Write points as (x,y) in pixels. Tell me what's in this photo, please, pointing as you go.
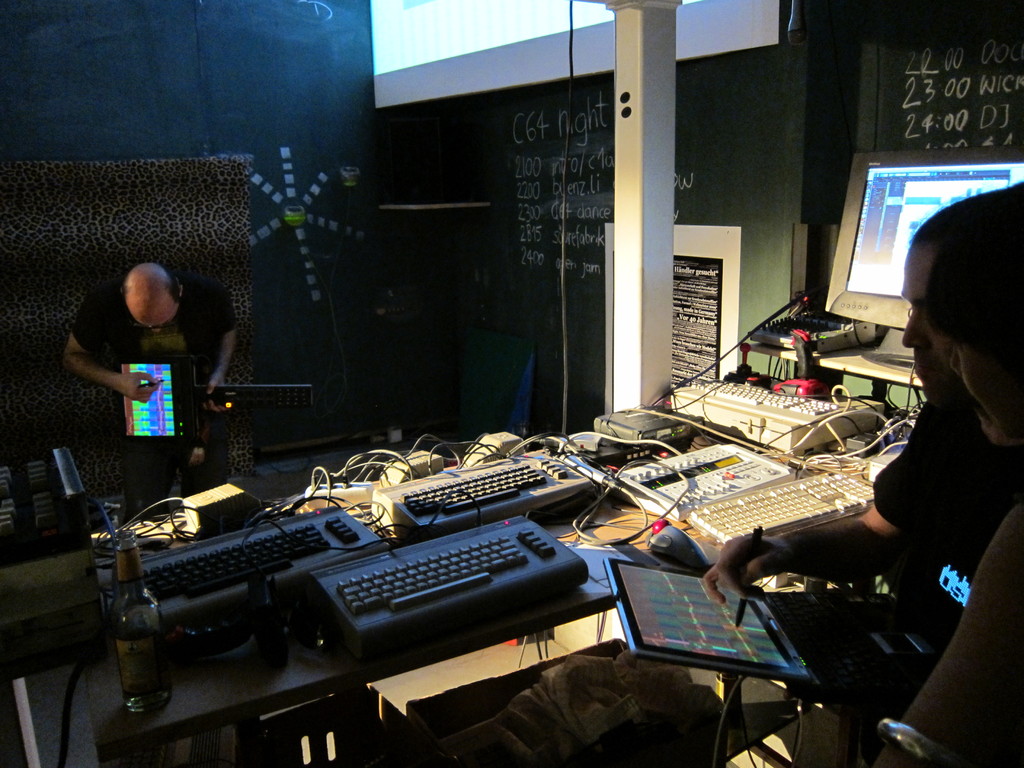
In the image we can see there are people (898,546) wearing clothes (218,322) and they are holding an electronic device (754,649) in their hands (712,579). Here we can see keyboards (436,579), system (890,230) and cable wires (366,461). Here we can see the wall (477,270) and on the wall (485,249) there is a text (555,246). Here we can see the poster (685,307), projected screen (481,57) and the bottle (128,581).
